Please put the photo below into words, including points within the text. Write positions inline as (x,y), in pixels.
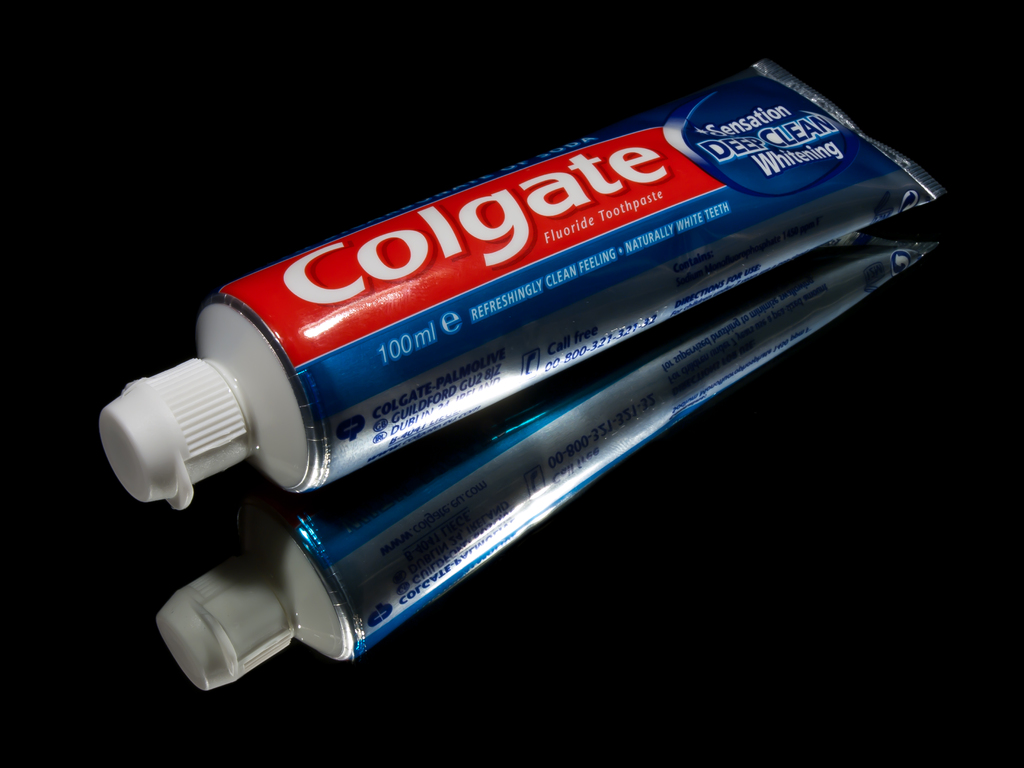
In the picture I can see a toothpaste (363,392) placed on the surface (688,474) and here we can see the reflection (271,596) of it. The background of the image (34,48) is dark.
